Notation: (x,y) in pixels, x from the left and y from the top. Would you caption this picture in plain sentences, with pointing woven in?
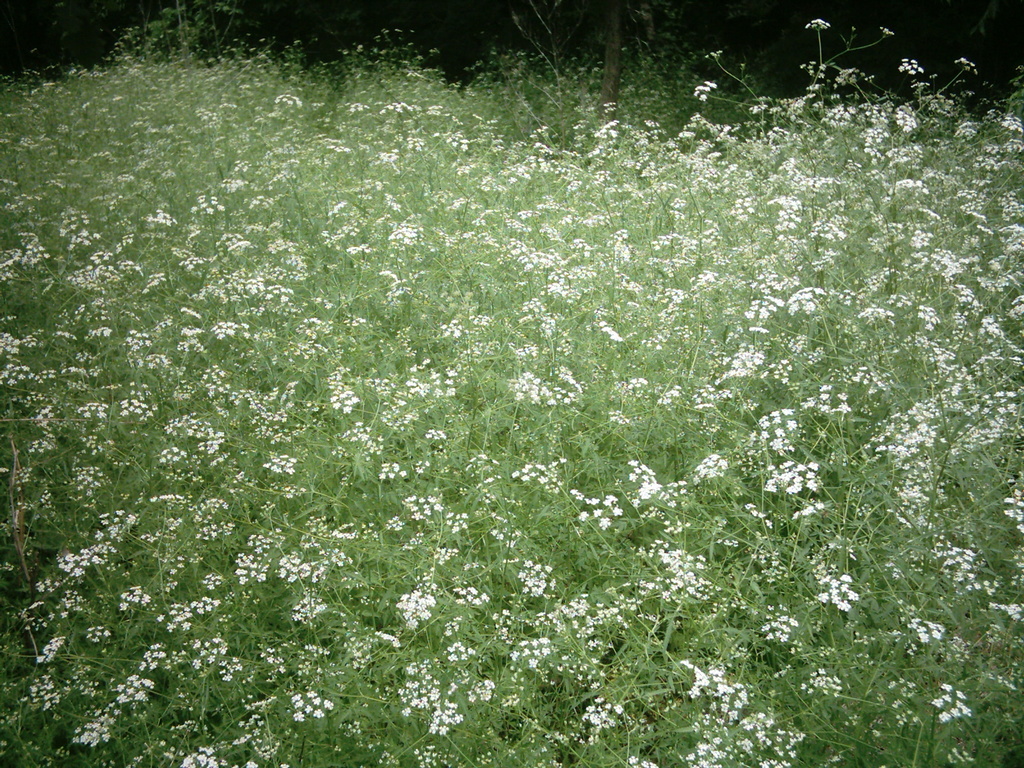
In this image I can see many plants (517,251) and there are the white color flowers (517,251) to the plants (367,243).
